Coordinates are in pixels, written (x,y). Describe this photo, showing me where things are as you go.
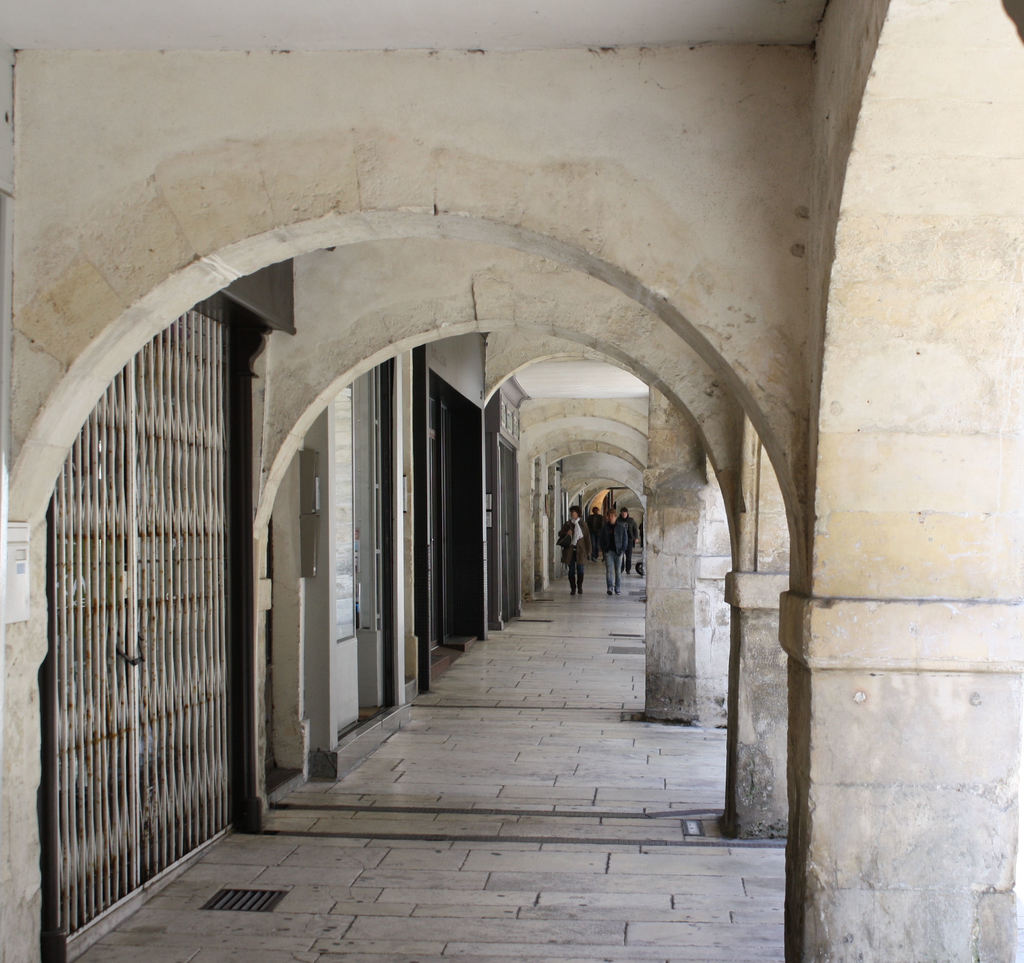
In the center of the image (582,524) we can see persons (575,550) walking on the floor (503,665). On the left side of the image (191,608) there are doors (447,535) and gates (86,613). On the right side of the image (899,870) there are pillars (773,679).
